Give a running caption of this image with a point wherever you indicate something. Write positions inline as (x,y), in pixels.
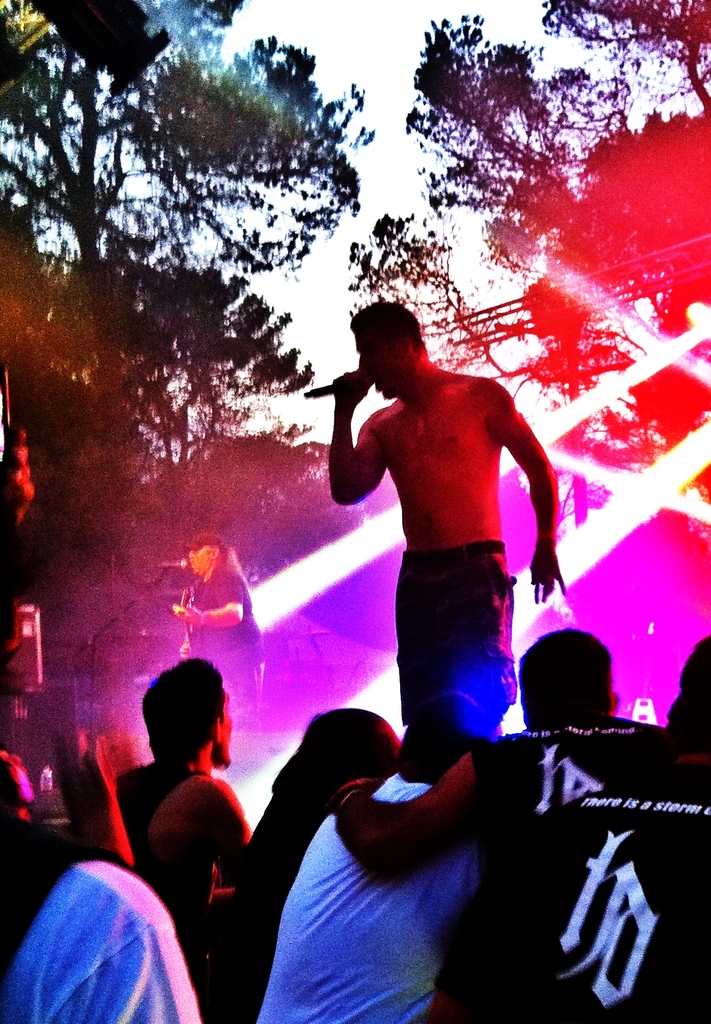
In this image in the front (188,828) there are persons (229,850). In the center (406,526) there are persons (462,532) standing and performing on the stage (366,582). In the background (210,291) there are trees (549,303) and on the right side (636,336) there are lights (687,336) and the sky (369,171) is cloudy.
